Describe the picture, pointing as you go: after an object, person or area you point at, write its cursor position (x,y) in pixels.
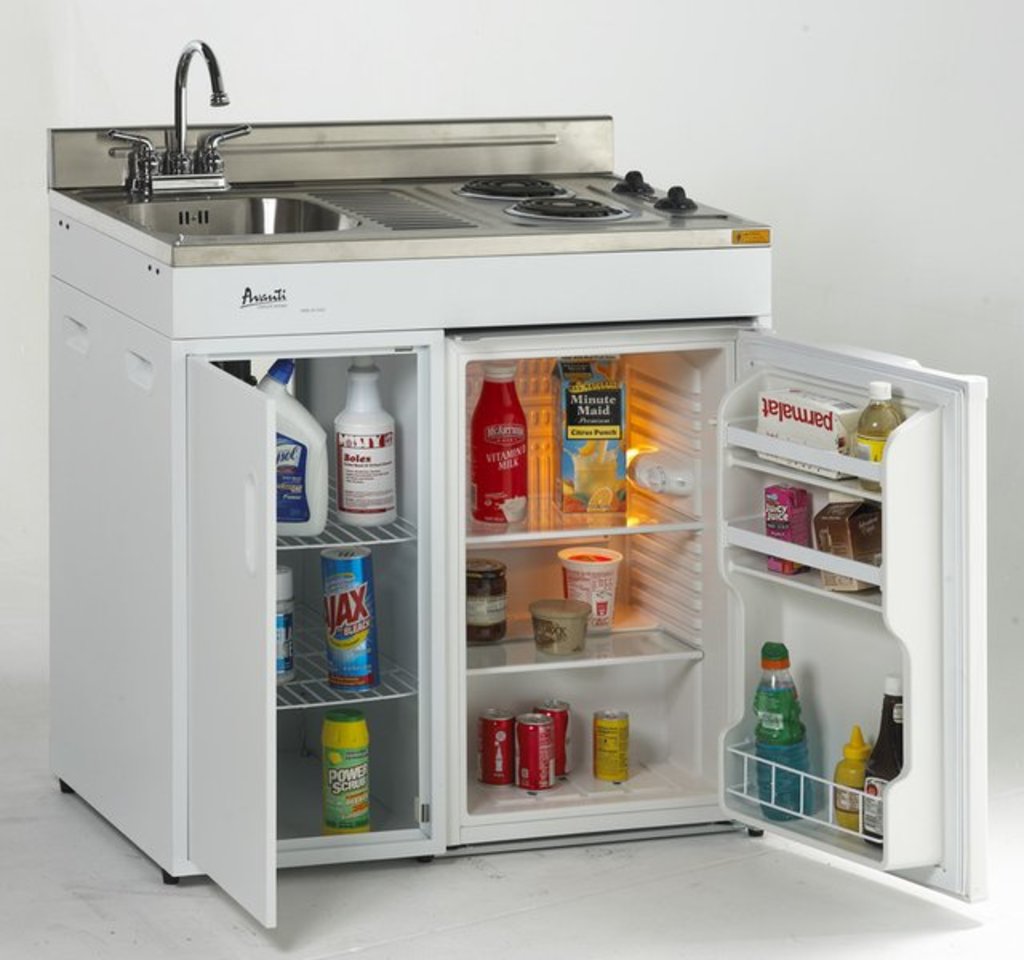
There is a mini refrigerator (525,556) in the center of the image (668,404), there is a sink (330,209) and a stove (478,194) at the top of it.
